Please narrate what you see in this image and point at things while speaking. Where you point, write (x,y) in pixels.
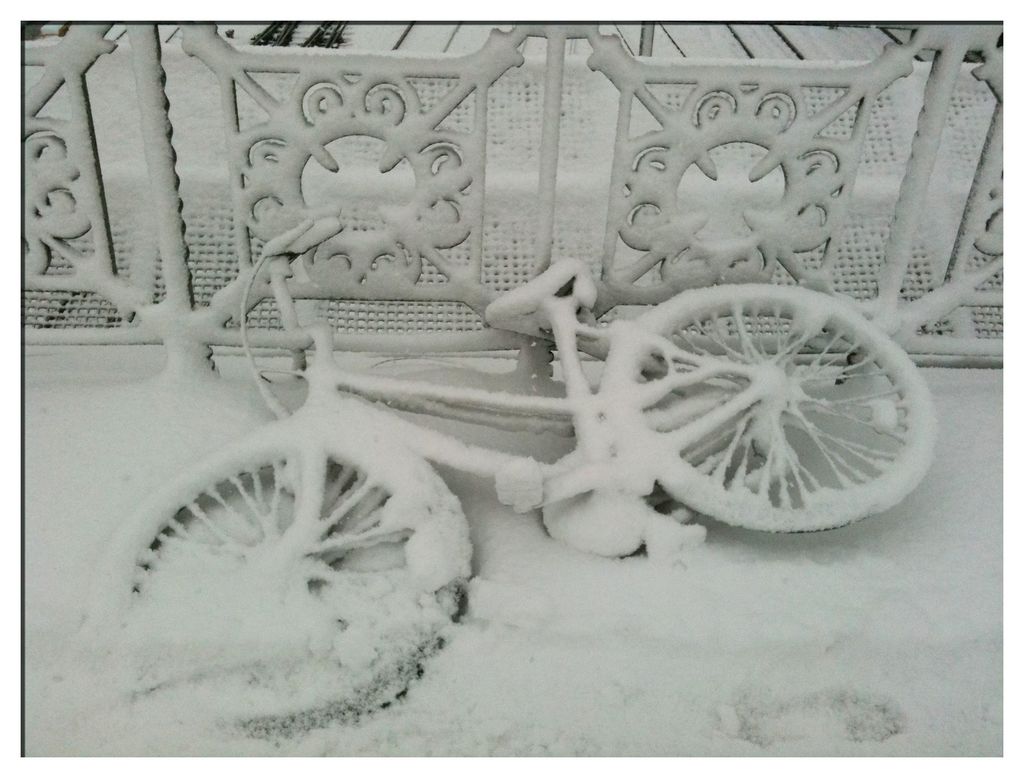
In this image we can see a bicycle (632,323) and also the railing (411,166) which is fully covered with the snow (615,338).
